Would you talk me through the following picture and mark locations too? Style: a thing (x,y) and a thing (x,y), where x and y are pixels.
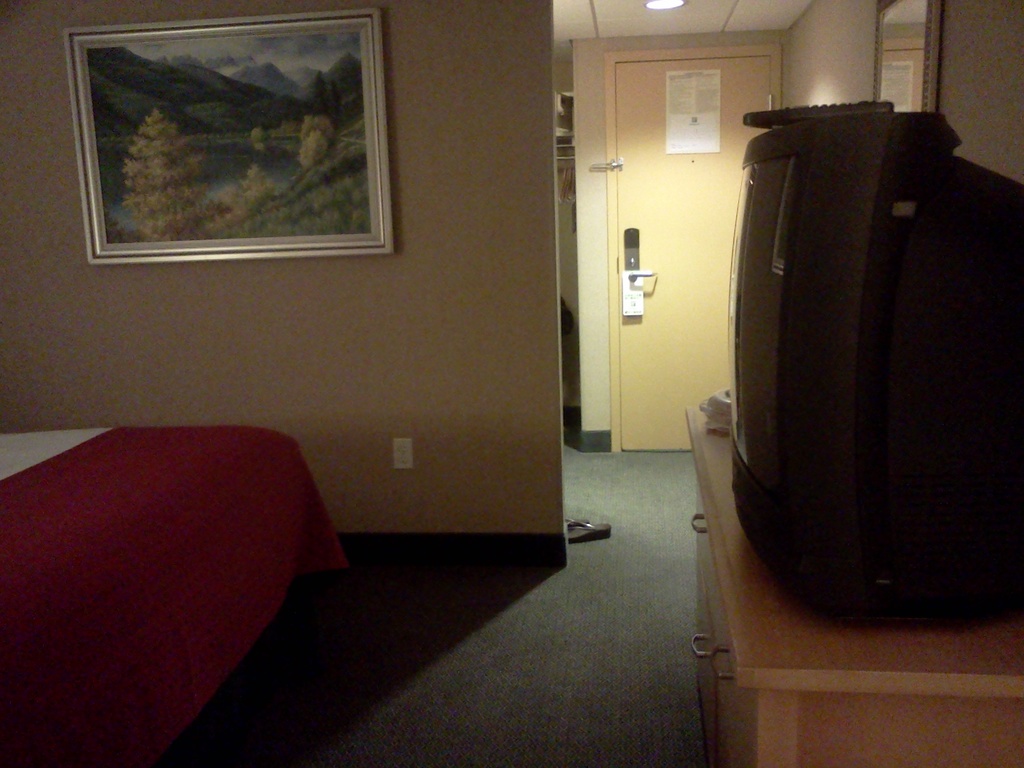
This image is taken indoors. At the bottom of the image (477,657) there is a floor (592,562). On the left side of the image (226,535) there is a bed (225,569) with a bed sheet (93,569). On the right side of the image (985,263) there is a television (798,194) and remotes (848,110) on the table (737,619). In the background (425,262) there are a few walls (496,244) with a picture frame (351,153) and a door (657,178).
